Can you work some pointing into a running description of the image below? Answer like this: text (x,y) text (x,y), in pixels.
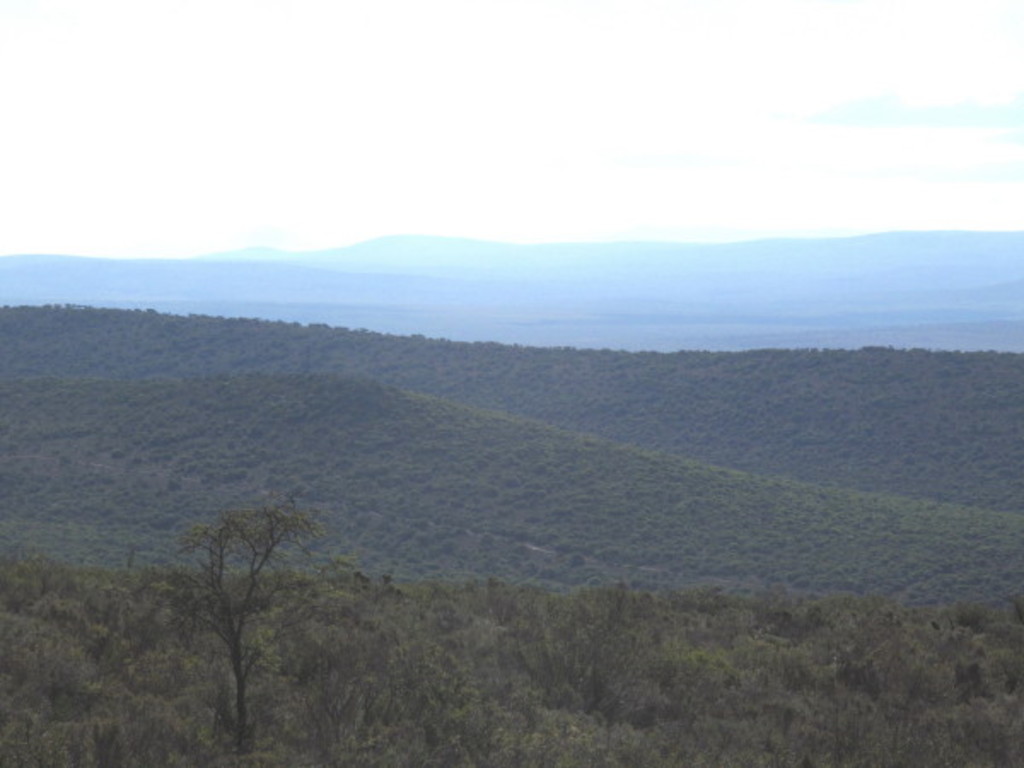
In this image we can see there are mountains (404,390), trees (459,592) and the sky (646,123).
